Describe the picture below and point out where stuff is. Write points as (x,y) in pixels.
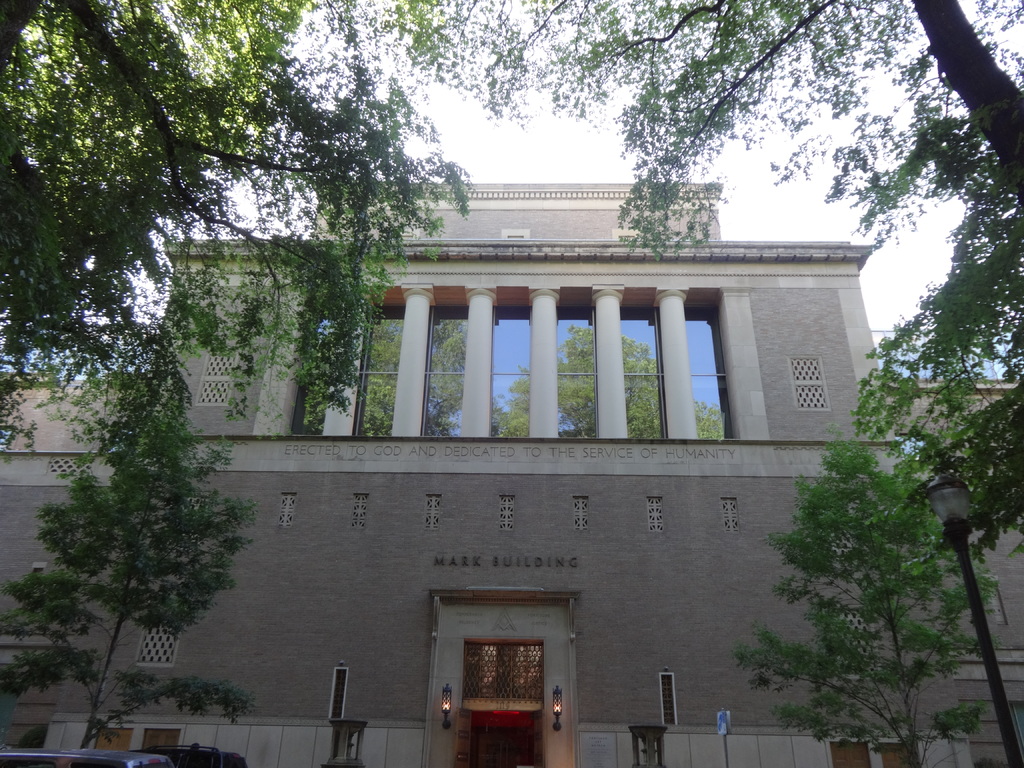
In this picture we can see a building (391,497), trees (852,482), few vehicles (188,759) are in front of the building (258,766).
